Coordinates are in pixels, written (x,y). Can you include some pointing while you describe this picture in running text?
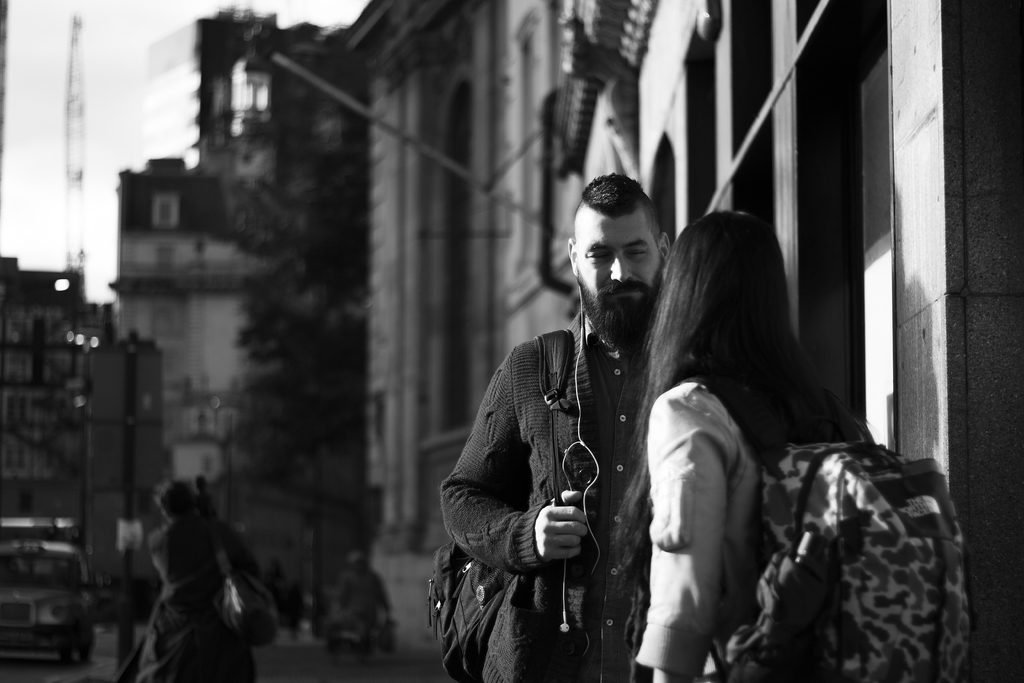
This is a black and white image. I can see the man (568,439) and woman (726,607) holding the bag (771,530) and standing. These are the buildings (446,271). I can see another person (202,640) standing. On the left side of the image (53,595), I can see a car (53,591) on the road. This looks like a pole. In the background (270,453), I think this is a tree (319,325).
